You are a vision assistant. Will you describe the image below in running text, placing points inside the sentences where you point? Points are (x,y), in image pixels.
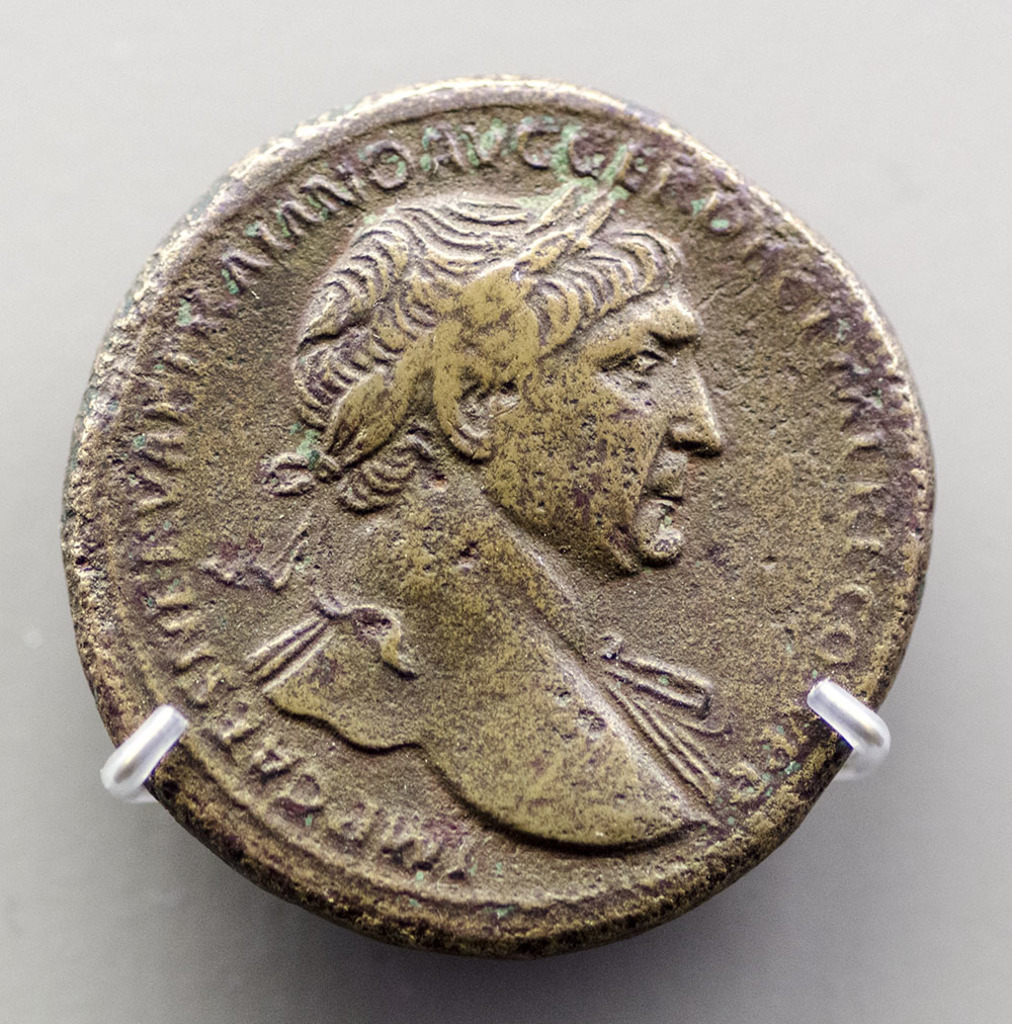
In this image, we can see a coin (489,747) is placed on the hooks (140,780). On the coin (663,264), we can see some text (401,837) and human figure (526,459). Background (24,978) we can see a white surface (77,1023).
